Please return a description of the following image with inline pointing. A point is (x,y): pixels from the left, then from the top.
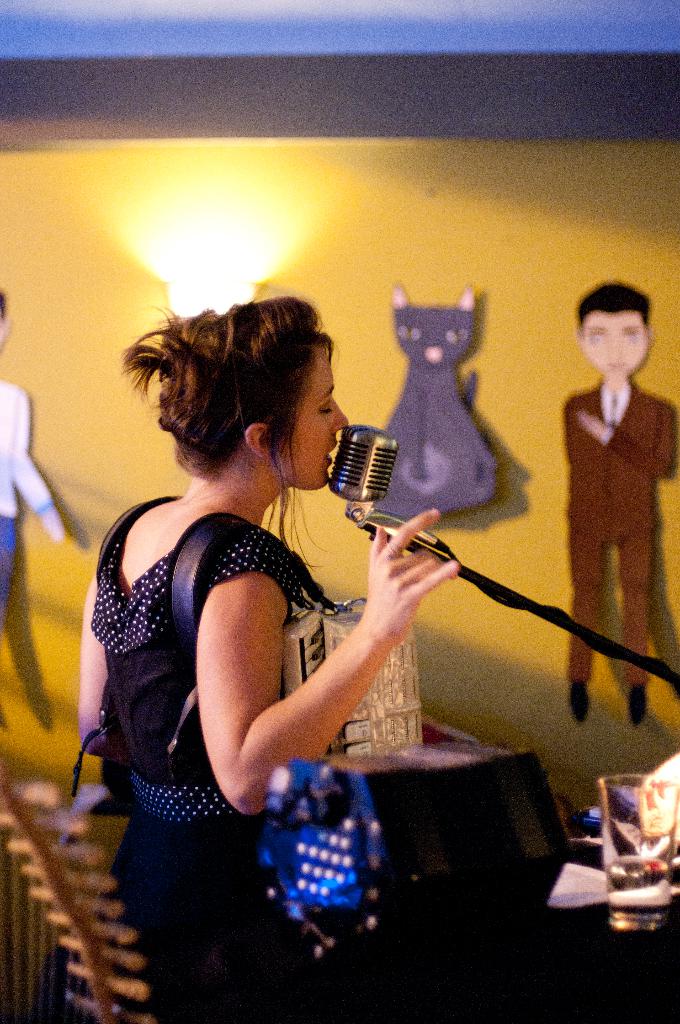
In a room (258,296) there is a woman (229,475) singing on the microphone (673,670) behind her there is wall (562,325) with cat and man painting (631,310) on it.
